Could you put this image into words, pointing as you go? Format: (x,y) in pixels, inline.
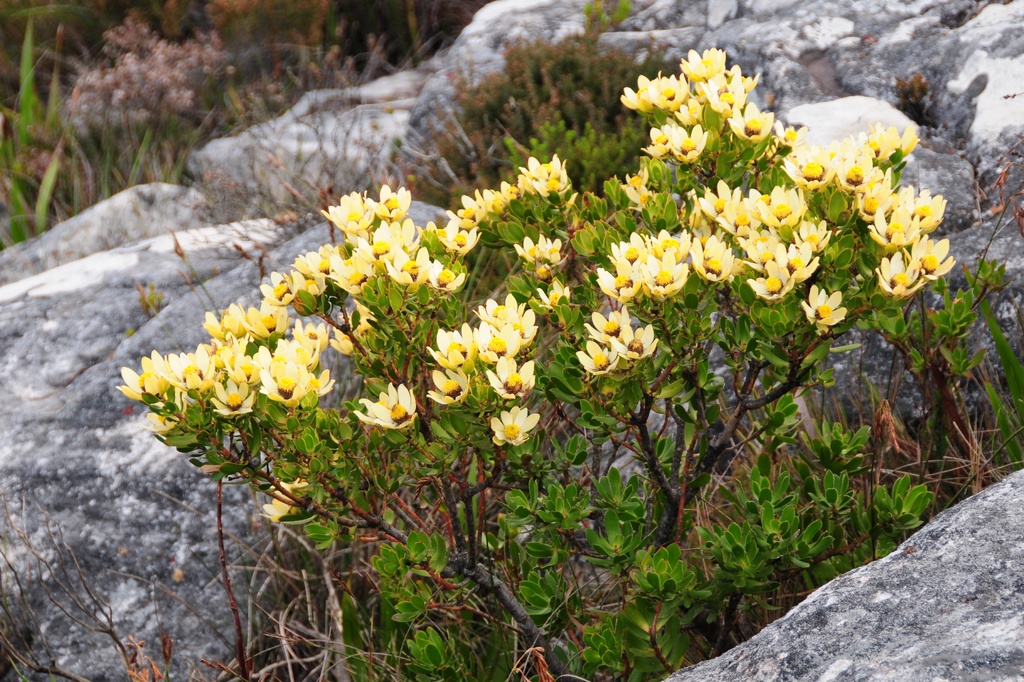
In this image I can see few flowers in yellow color, plants (614,483) in green color. Background (38,298) I can see few rocks (213,224).
